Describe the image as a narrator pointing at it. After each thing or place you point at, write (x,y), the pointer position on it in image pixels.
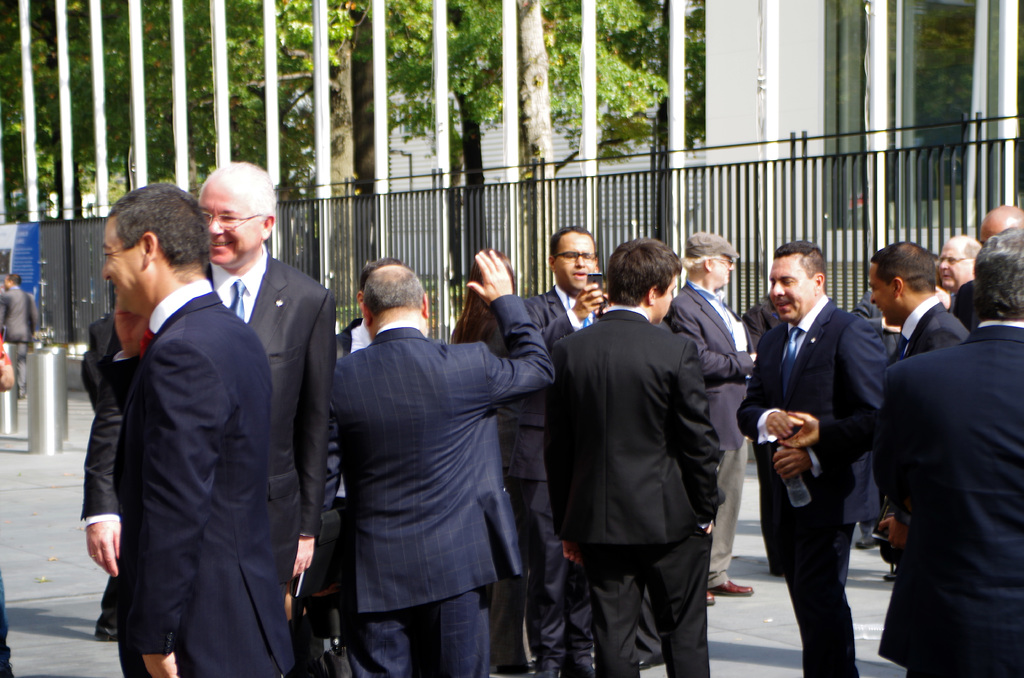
Front portion of the image we can see people (459,370). Among them one person (788,359) is holding a bottle (788,494) and another person (549,316) is holding a mobile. Background (36,149) portion of the image we can see poles (176,174), grilles (405,248), wall (781,188), window (943,38), trees (399,30), banner (29,267) and a person (14,306).
